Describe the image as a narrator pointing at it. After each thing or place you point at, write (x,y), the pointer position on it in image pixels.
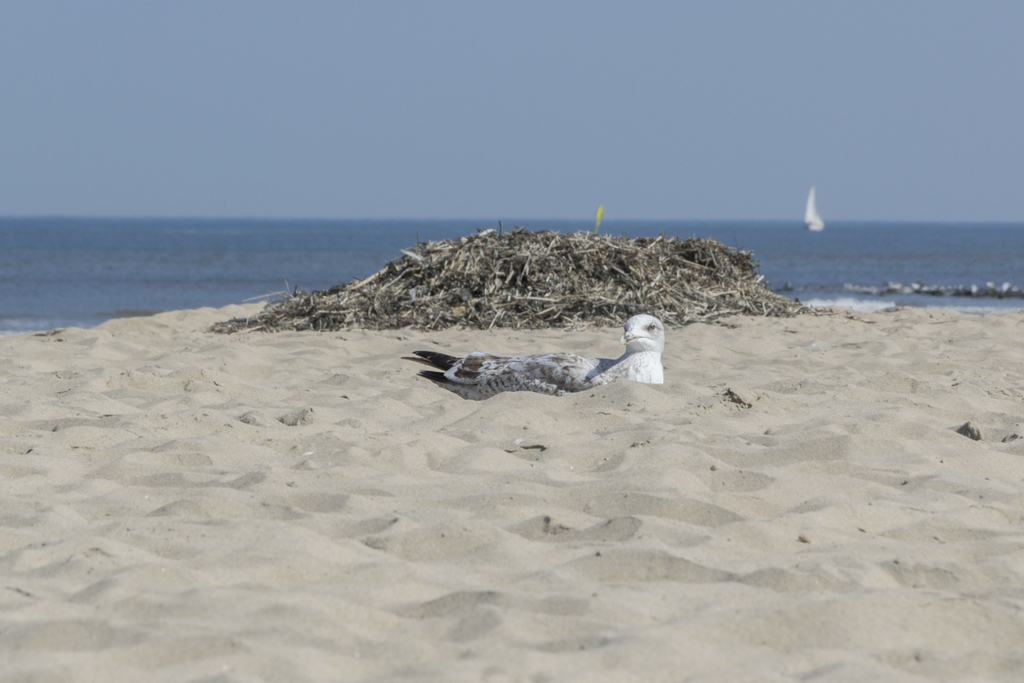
In this picture there is a bird (628,351) on the sand (701,340) and there is a garbage (533,285). At the back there is a boat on the water (847,234). At the top (540,120) there is sky (675,149). At the bottom (820,545) there is sand (580,447) and water (292,279).
